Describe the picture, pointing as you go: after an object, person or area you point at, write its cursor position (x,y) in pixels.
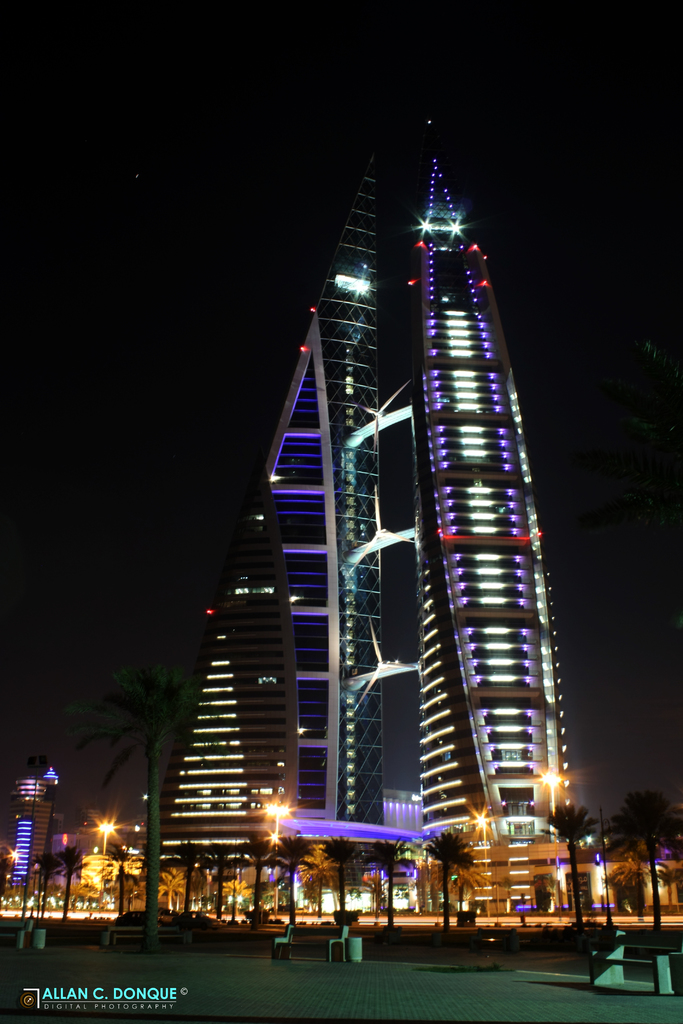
In this picture I can see there are few buildings (420,674) and there are lights (425,723) attached to the building (552,740) and there is a walk way (363,962) on the floor (389,968) and there are trees (441,855), street lights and the sky (145,591) is dark.
